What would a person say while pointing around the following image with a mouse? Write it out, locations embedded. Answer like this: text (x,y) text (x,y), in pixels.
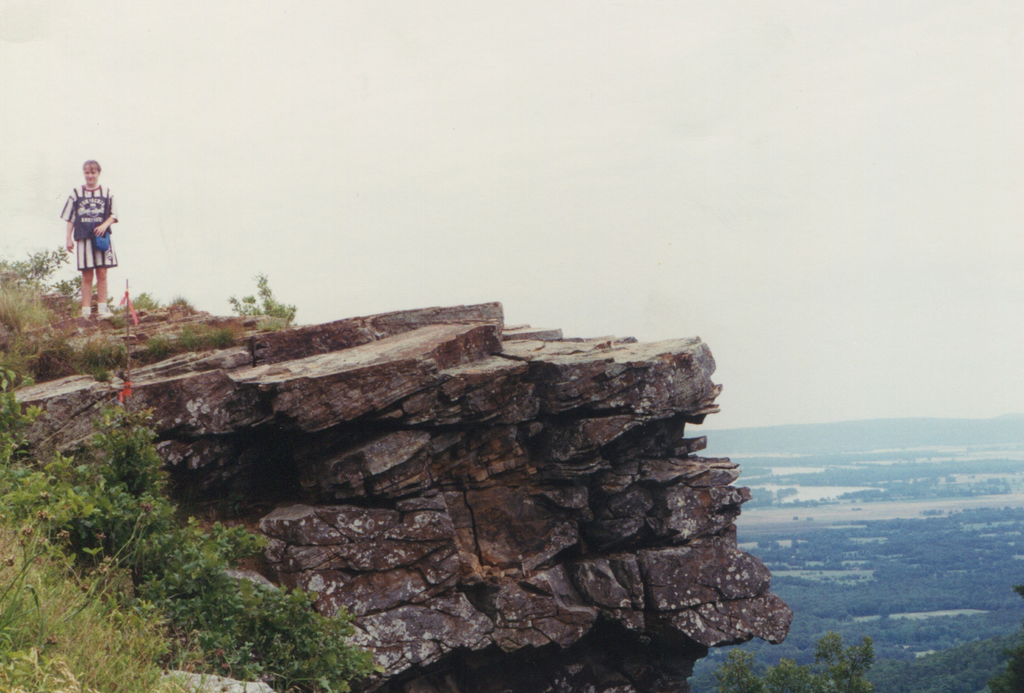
In the image I can see a hill (548,536) on which there is a person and also I can see some plants (117,569) and the view of a place where we have some trees (760,536), plants (921,486) and water (912,449).
